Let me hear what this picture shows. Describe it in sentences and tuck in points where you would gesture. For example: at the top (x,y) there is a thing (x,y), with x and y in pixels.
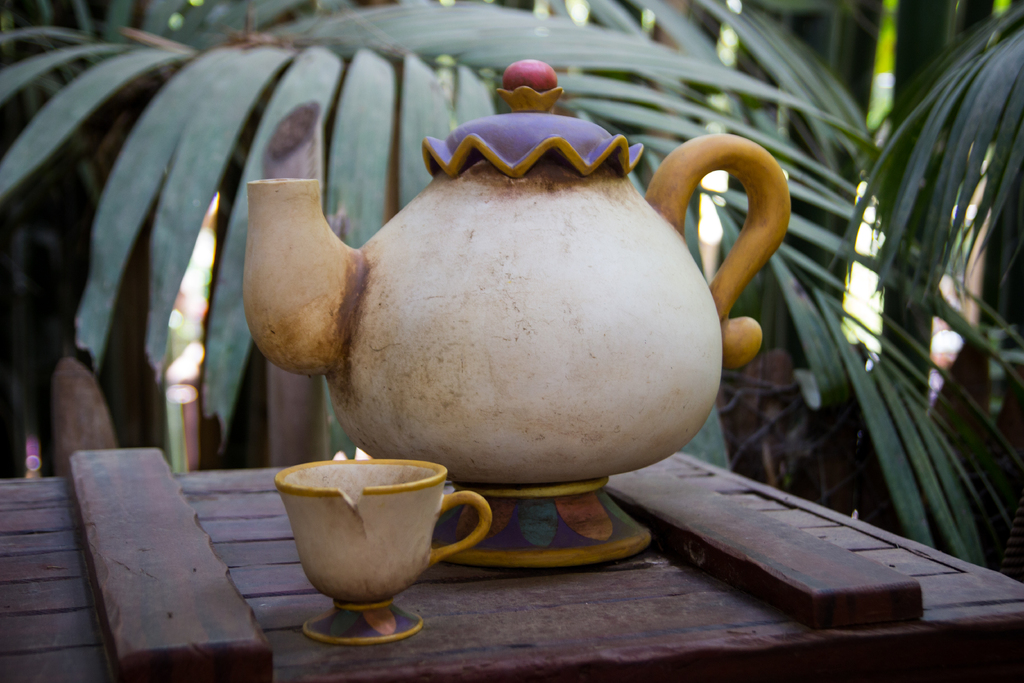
In this image, There is a brown color table (672,613) on that table (257,520) there is a white color cup (385,526) and there is a white color jug (534,340), In the background (934,172) there are some green color plants (275,60) and trees (582,44).
